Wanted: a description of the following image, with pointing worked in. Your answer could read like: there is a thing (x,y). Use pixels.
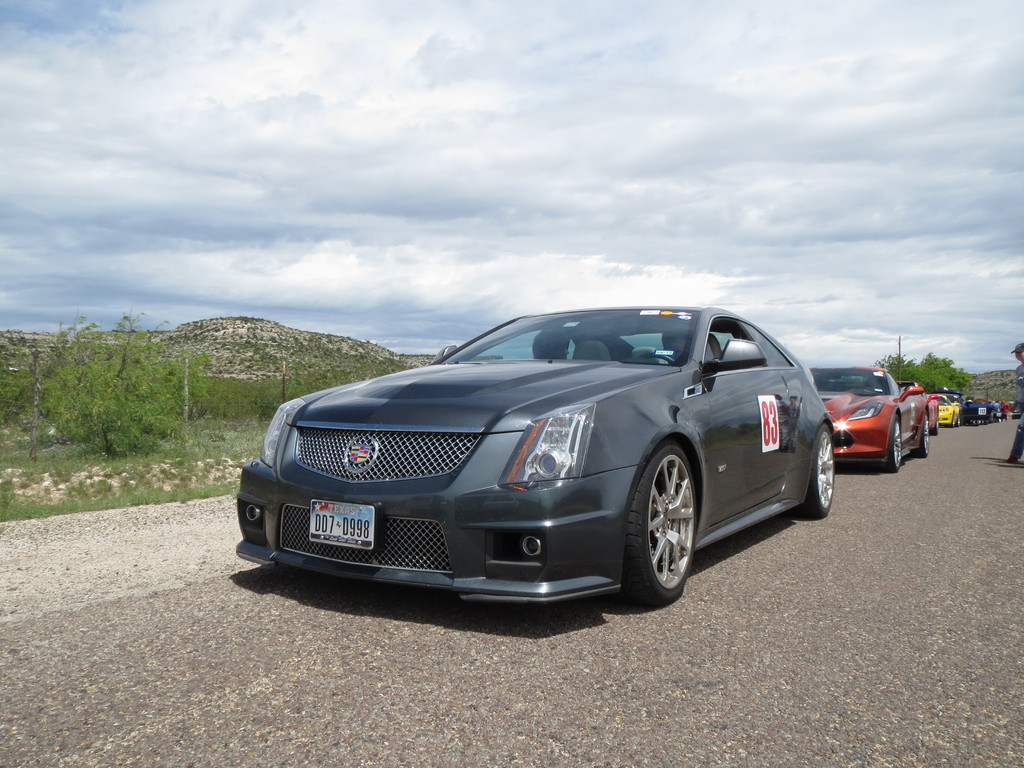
In this picture I can see vehicles (597,553) on the road (972,490), there are trees (134,443), hills (358,372), and in the background (611,227) there is sky (611,227).
